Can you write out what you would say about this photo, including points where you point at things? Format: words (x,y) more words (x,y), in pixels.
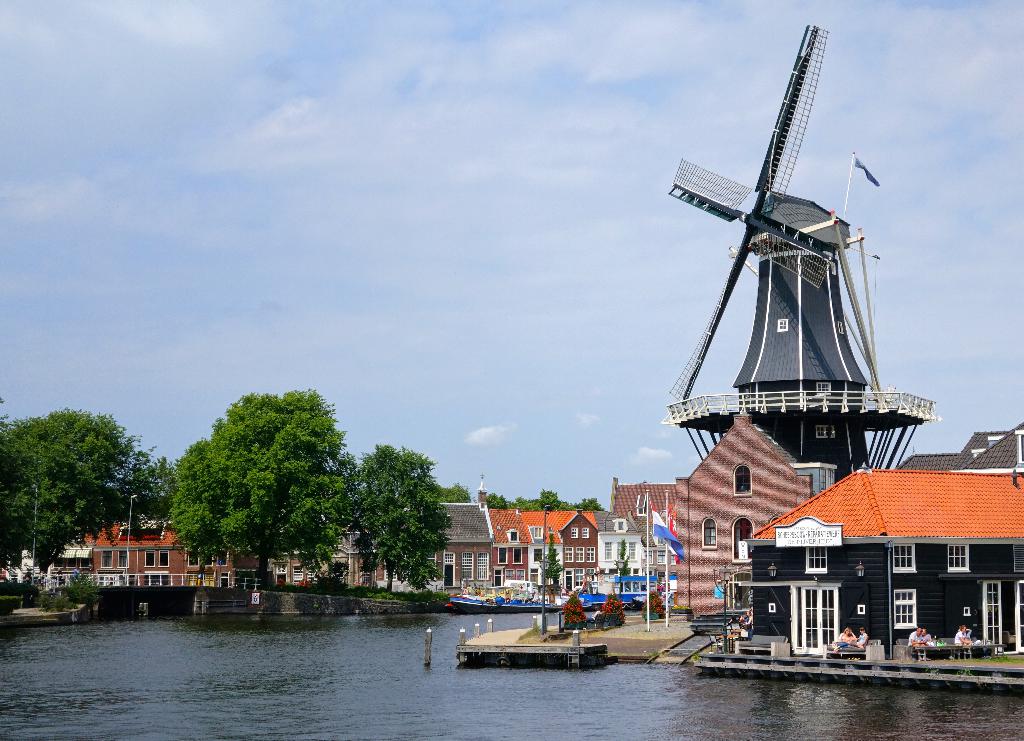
In this picture there is water (541,696) at the bottom side of the image (596,666) and there is dock (1018,677) at the bottom side of the image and there are houses (728,511) and trees (54,445) in the center of the image (644,493) and there is wind mill (845,278) on the right side of the image (769,127), there is sky (622,292) at the top side of the image (575,145), there are people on the dock (852,662).
